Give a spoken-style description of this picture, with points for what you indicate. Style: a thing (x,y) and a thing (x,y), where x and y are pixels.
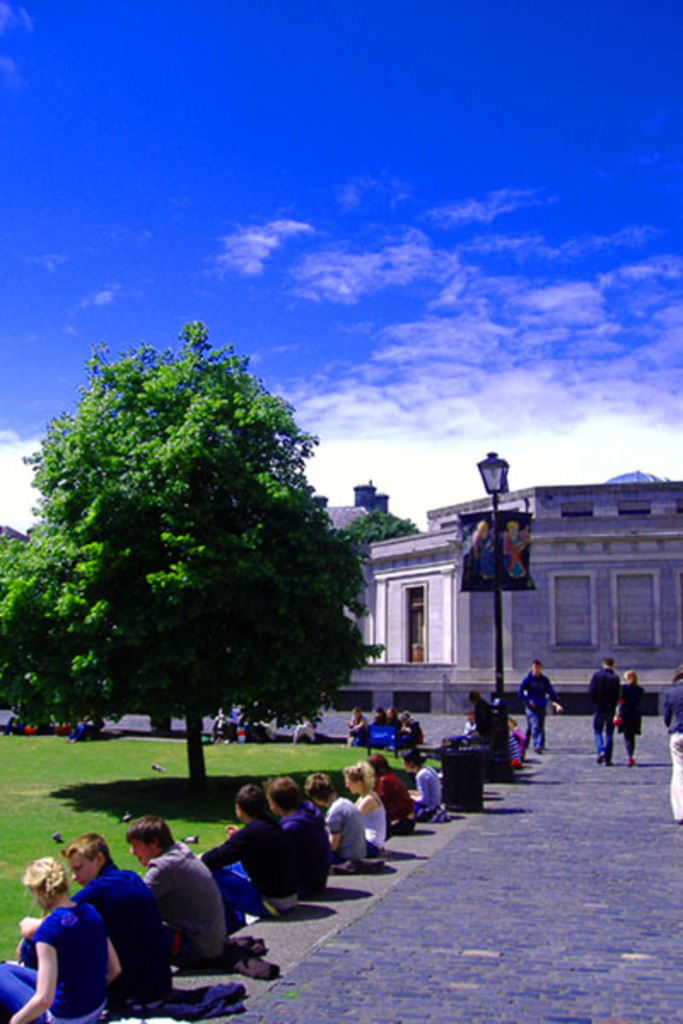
This image is taken outdoors. At the top of the image (322,322) there is the sky (501,382) with clouds (481,404). At the bottom of the image (438,941) there is floor (479,872). In the background (455,604) there is a building (571,614) with walls (612,607), windows (586,591), a door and a roof (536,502). There is a pole (497,558) with a street light (499,464). There are a few trees (214,574). On the right side of the image (607,690) a few people (596,686) are walking on the floor (664,866). On the left side of the image (78,795) there is a ground (86,789) with grass (144,765) on it and there is a tree (193,596). Many people (112,930) are sitting on the floor (469,966).
